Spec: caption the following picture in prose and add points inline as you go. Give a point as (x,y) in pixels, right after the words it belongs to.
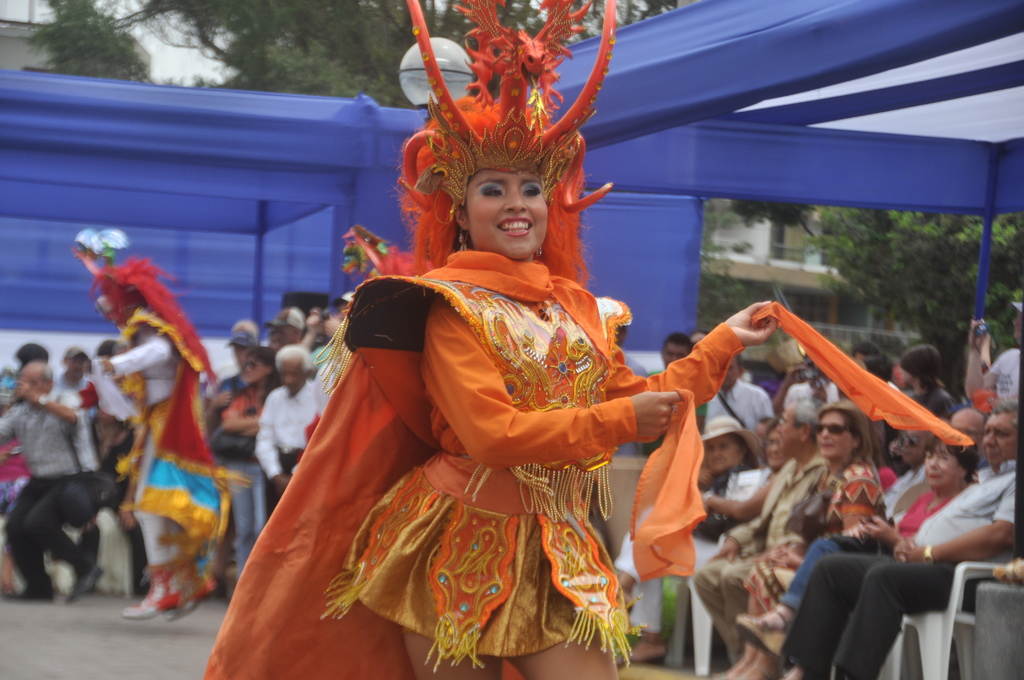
In this image we can see persons (268,626) standing on the floor (112,606) and wearing costumes (355,383). In the background (896,445) we can see persons (778,527) sitting on the chairs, standing on the floor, tents (282,166), trees (851,260), buildings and a street light (423,76).
